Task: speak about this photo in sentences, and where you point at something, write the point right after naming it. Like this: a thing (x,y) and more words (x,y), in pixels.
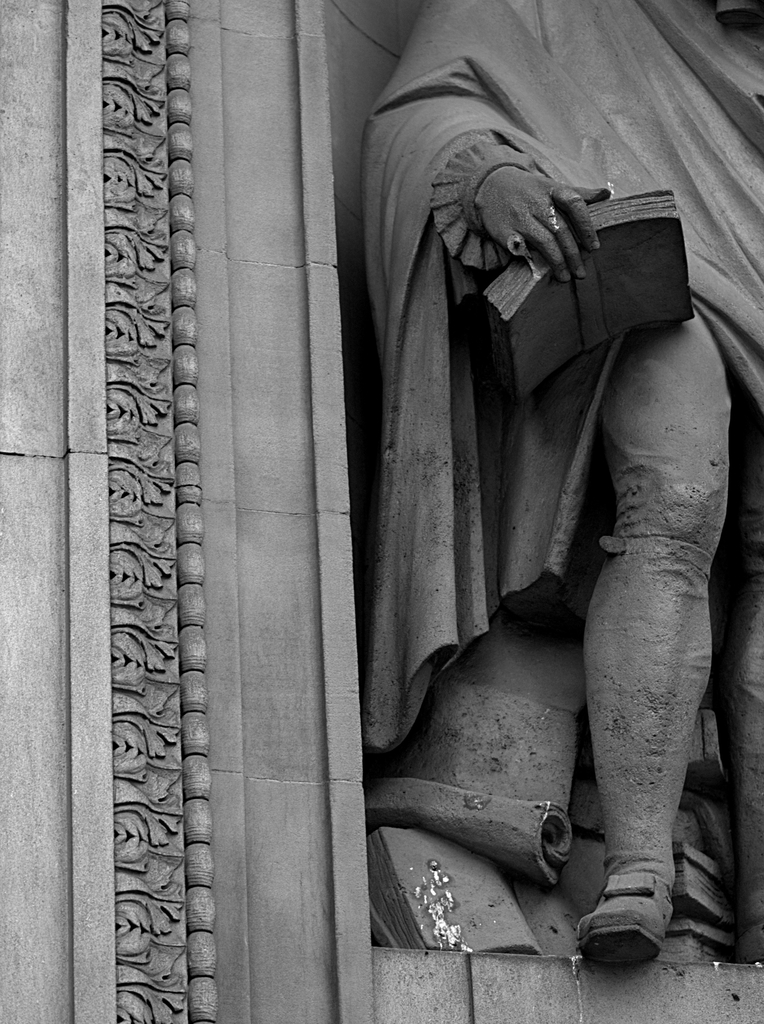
This is a black and white image. On the right side of the image (689,746) we can see a statue (536,479). On the left side of the image (135,779) we can see the carving (172,554) on the wall (339,621).
